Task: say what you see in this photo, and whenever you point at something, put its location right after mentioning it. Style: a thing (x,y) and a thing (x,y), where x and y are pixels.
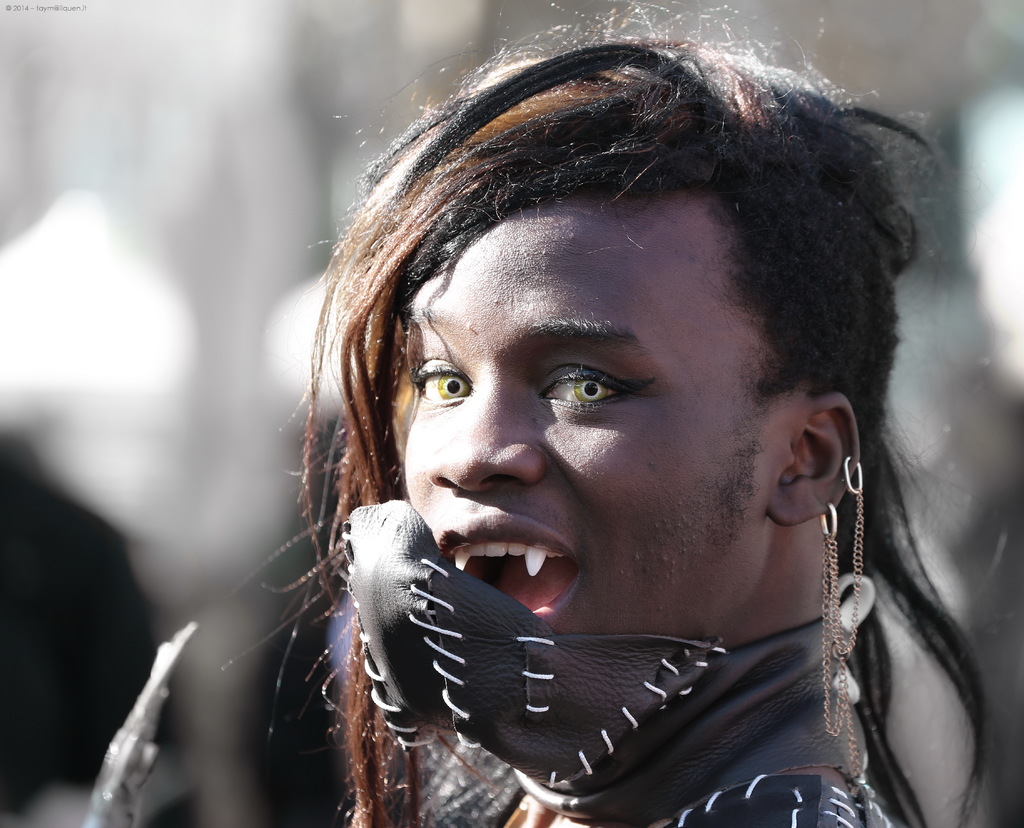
In this image we can see a person (635,280) and in the background (3,203) the image is blur.
